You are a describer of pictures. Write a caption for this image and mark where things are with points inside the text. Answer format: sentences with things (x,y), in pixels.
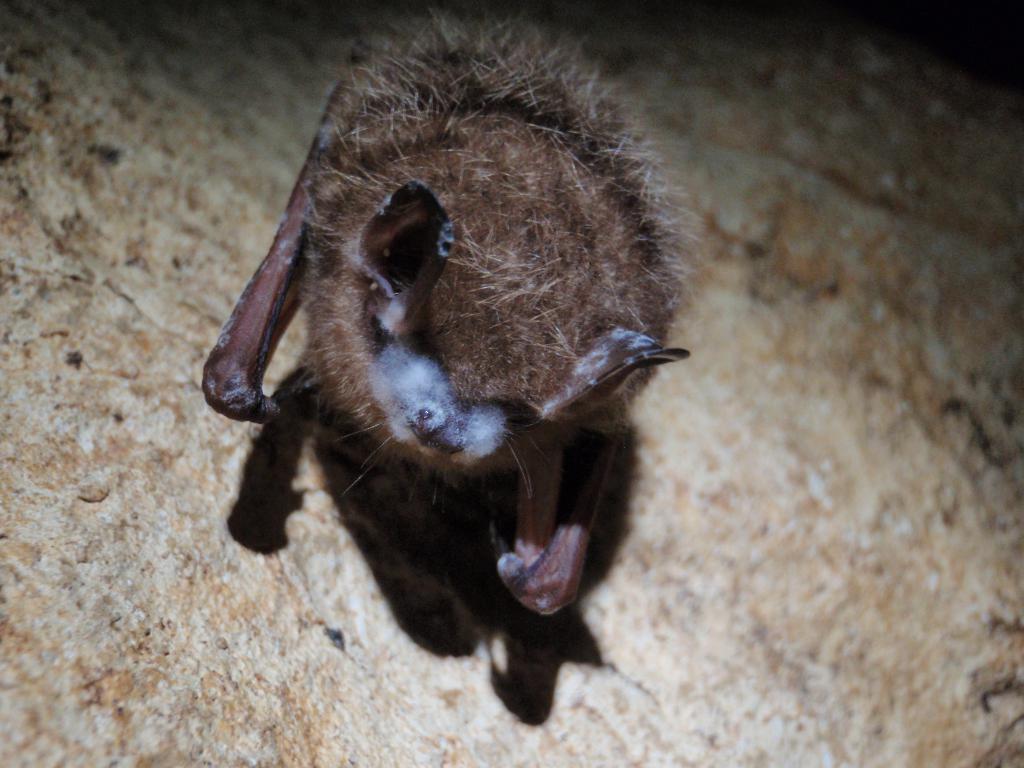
In the image we can see there is a bat (499,328) which is standing on the rock (625,483).
